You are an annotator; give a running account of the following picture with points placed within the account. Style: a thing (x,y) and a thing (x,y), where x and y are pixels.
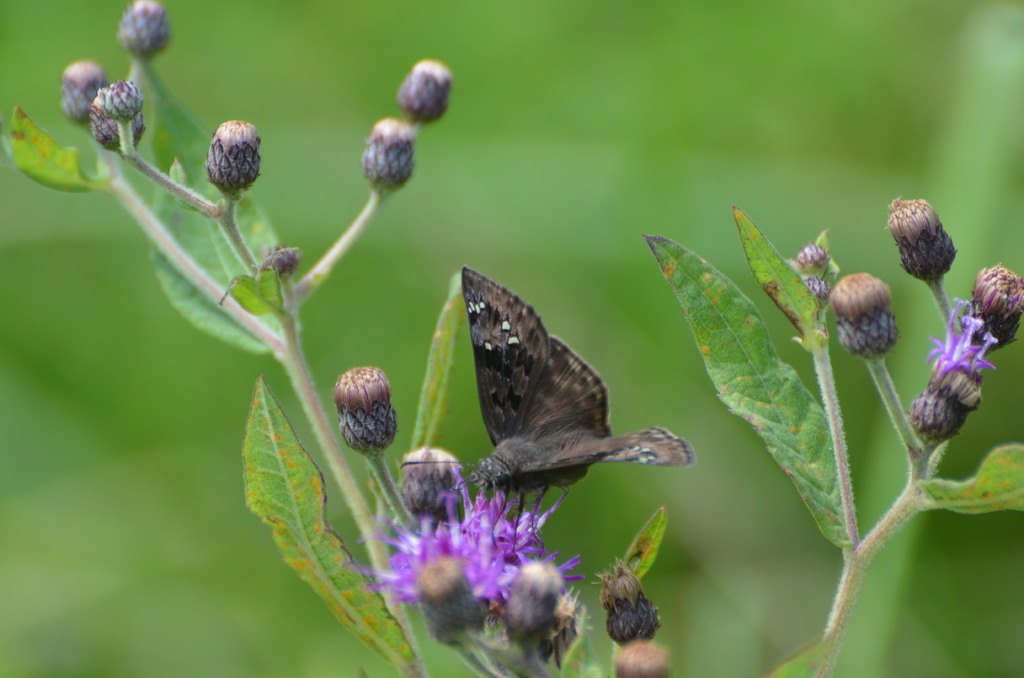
In this image there are buds (861,337) and leaves (754,409) to the stem (258,328) of a plant (429,608). There is a flower (478,555). There is a butterfly (537,450) sitting on the flower (394,529). The background (139,486) is blurry.
